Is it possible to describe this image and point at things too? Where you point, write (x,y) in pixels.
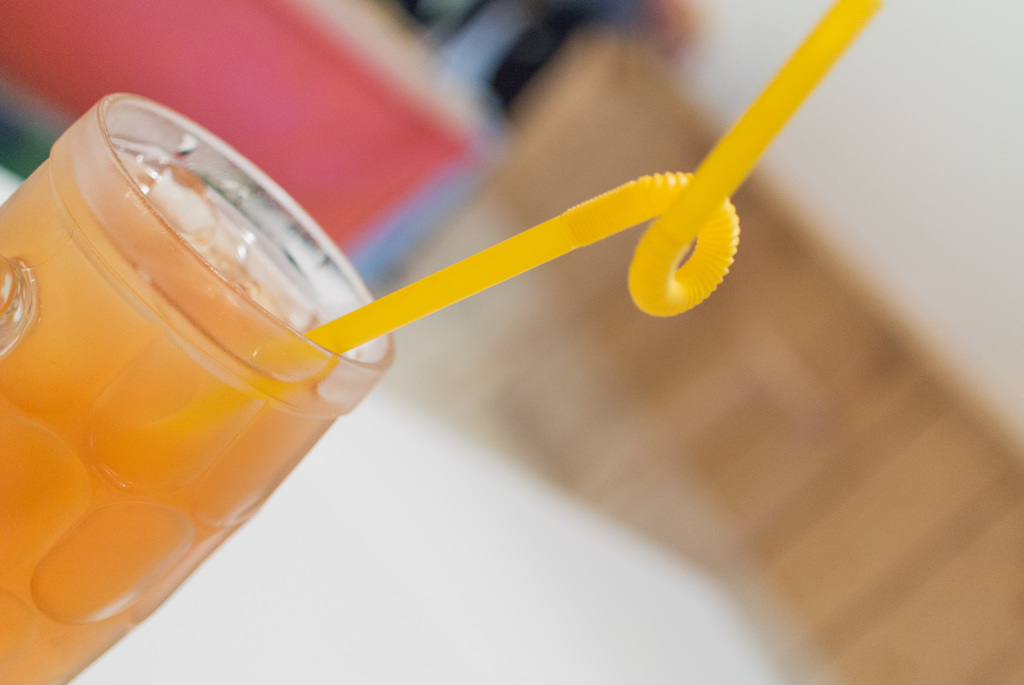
On the left side of the image (185,504) we can see a glass (132,476) containing a drink (155,395) and there is a straw (331,344) in it.
